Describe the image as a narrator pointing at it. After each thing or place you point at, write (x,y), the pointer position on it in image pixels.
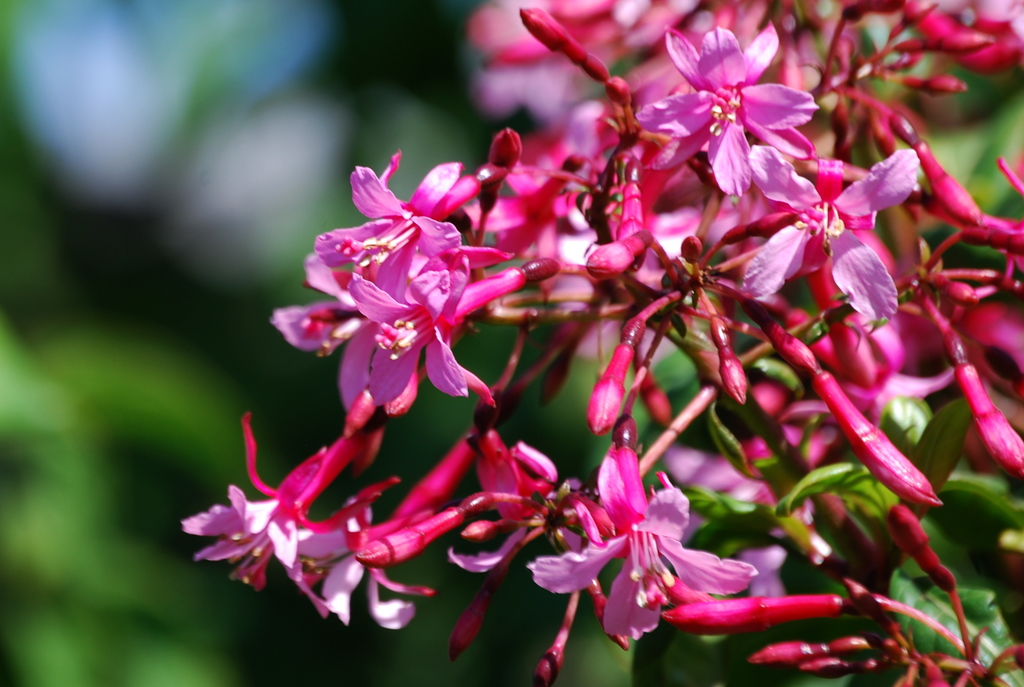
In this picture we can see few flowers (653,391) and leaves (961,587).
